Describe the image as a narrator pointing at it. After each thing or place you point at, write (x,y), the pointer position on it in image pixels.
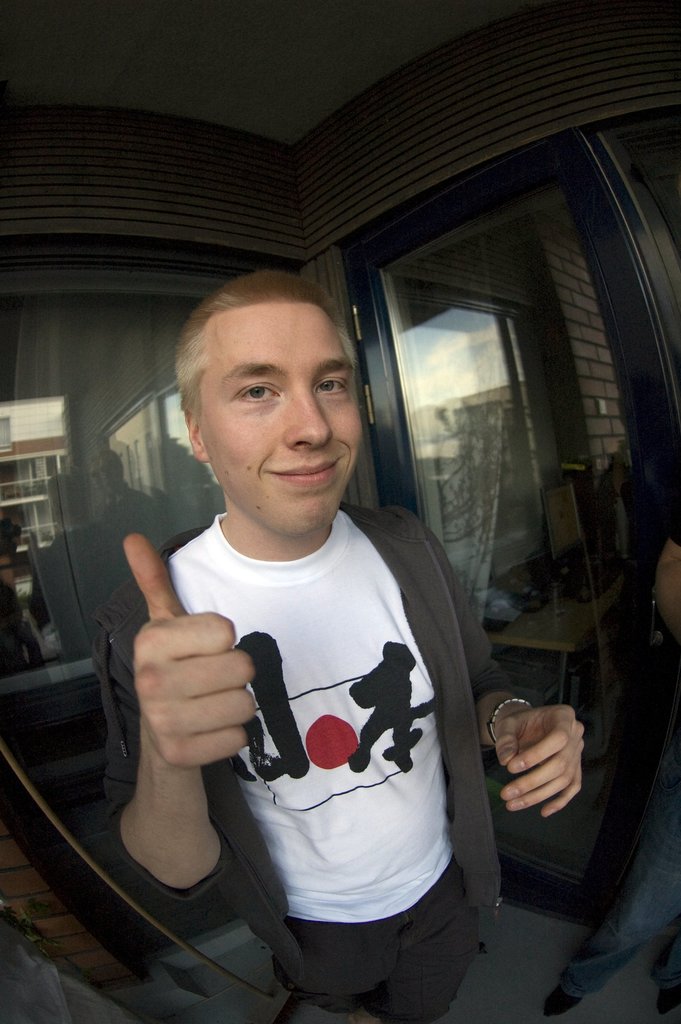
In this image, we can see people (345,600) and in the background (371,321), there are glass doors (97,347), through the glass (80,432) we can see a building (57,450) and there is a wall (30,128).
